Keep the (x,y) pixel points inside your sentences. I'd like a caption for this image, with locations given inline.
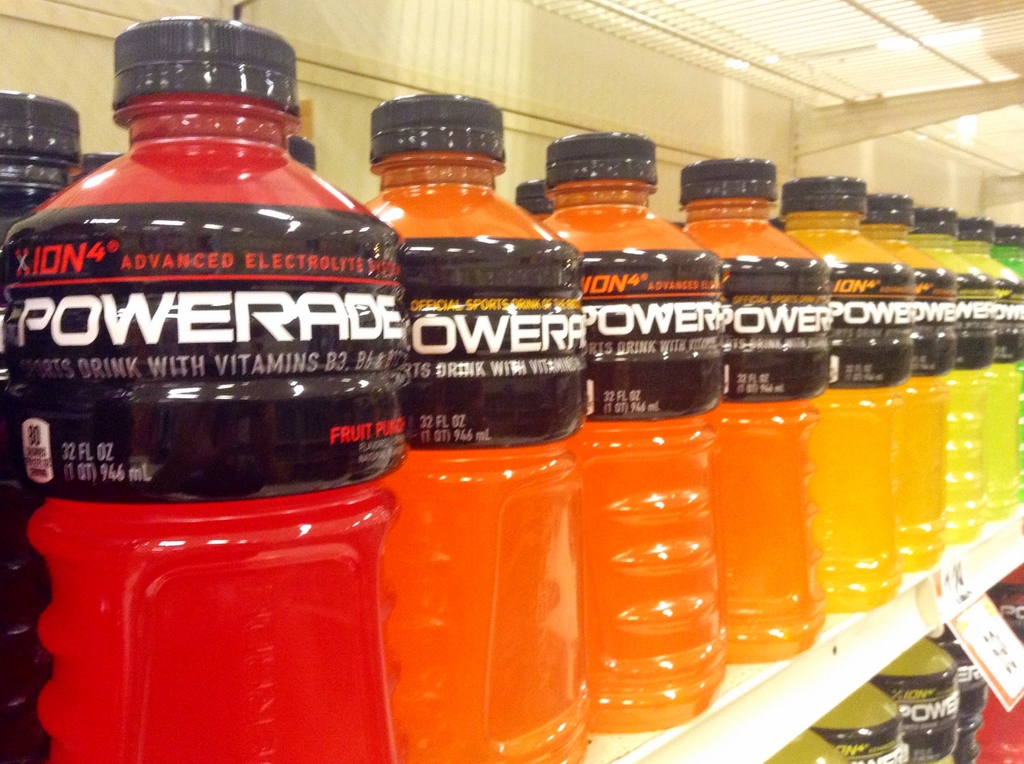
I think this image is taken in the supermarket (930,640). These are the juice bottles (674,526) which are kept in an order. These bottles (435,183) are sealed with a black cap (396,127) and there is a black label (233,422) attached to the bottles (332,452).
